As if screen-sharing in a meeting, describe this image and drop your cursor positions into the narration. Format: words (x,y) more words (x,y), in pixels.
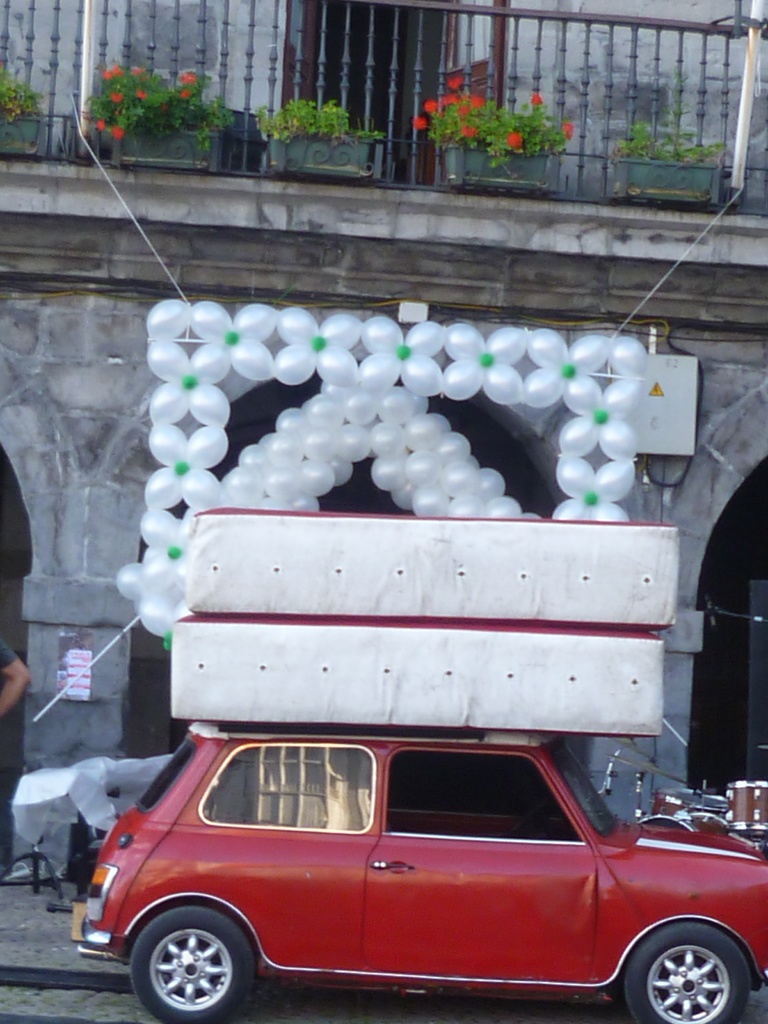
In this image I can see a car (401,940) which is red in color on the road (57,969). On the car (343,840) I can see few objects (363,671) which are white and red in color. In the background (65,433) I can see few balloons (155,475) which are white in color, few plants (158,117) which are green and red in color, the railing (633,98), a building (676,301) and few musical instruments (755,826).
